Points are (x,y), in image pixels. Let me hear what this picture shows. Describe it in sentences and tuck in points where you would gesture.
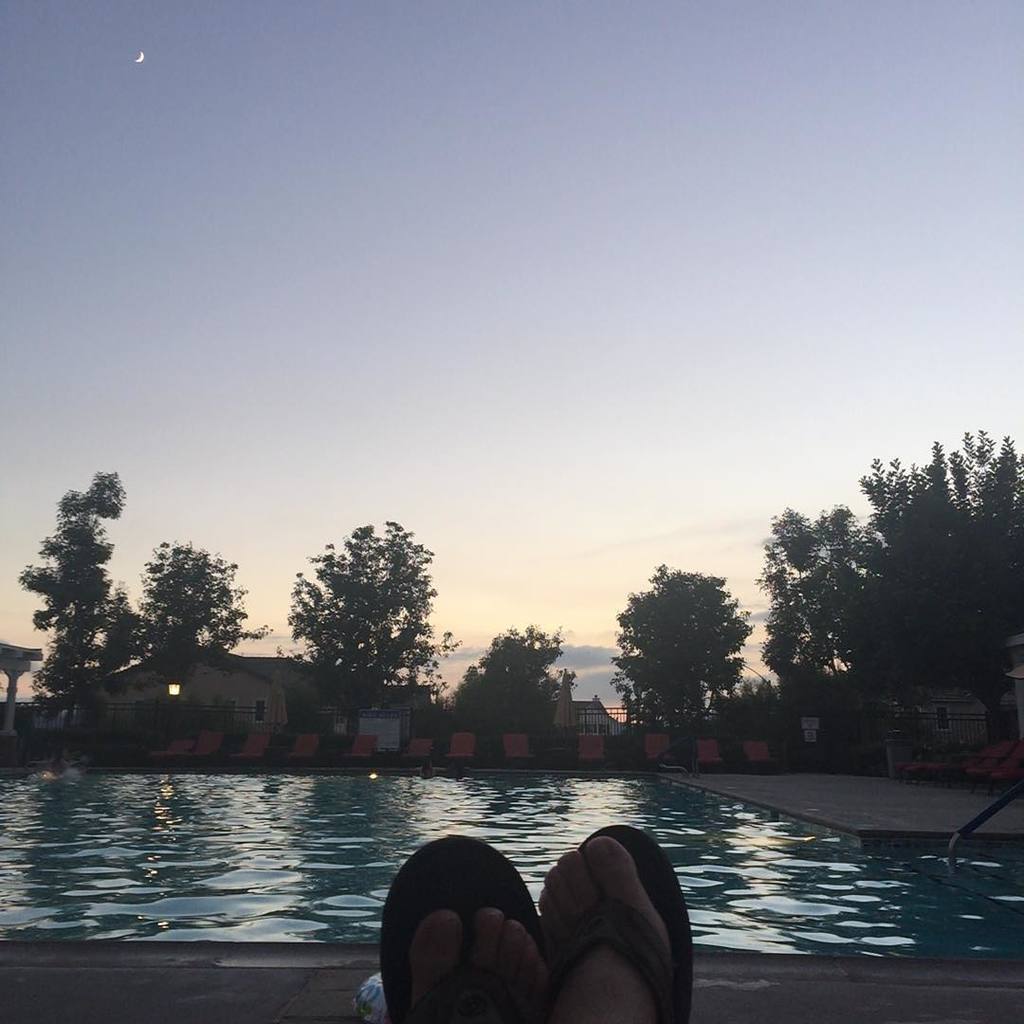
At the bottom of the image (654,936) there are two legs (623,972) and foot wear (658,869). Behind them there is a swimming pool (647,805). In the middle of the image (397,535) there are some trees (954,552) and buildings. At the top of the image (859,122) there is sky (74,149) and moon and there are some clouds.
